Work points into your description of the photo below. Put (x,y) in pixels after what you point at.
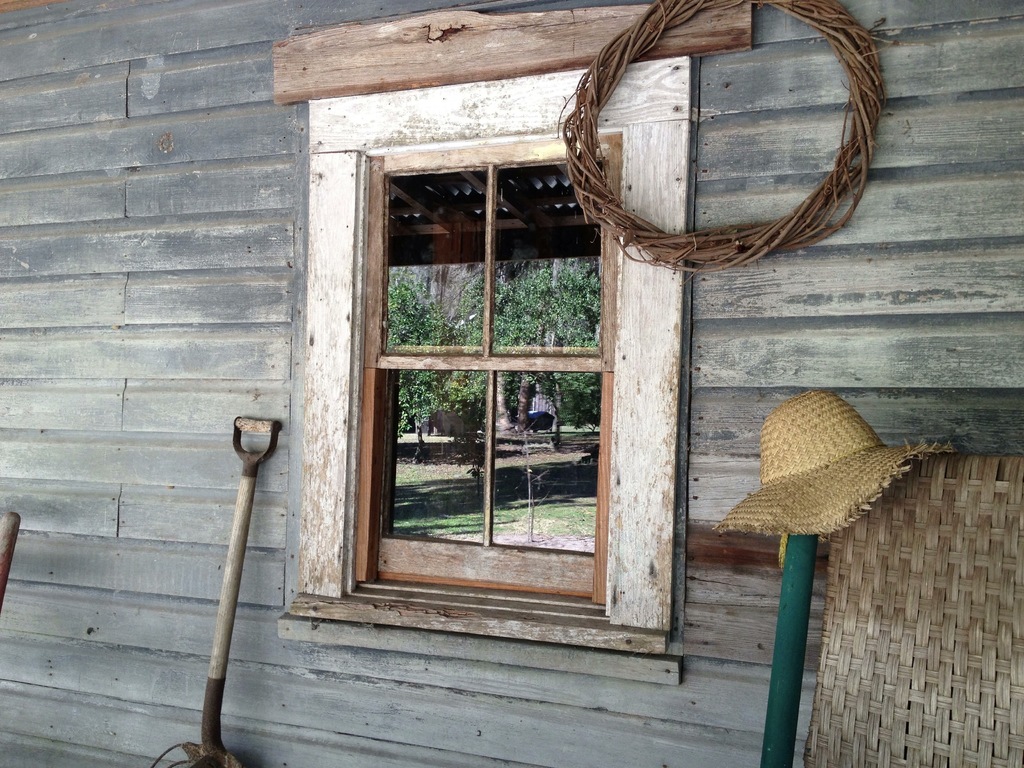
In this picture we can see a hat (807,524) and a few objects (872,729). We can see the glass window (441,434) on an object (11,763). Through this glass window (544,416), we can see some grass (469,480) and trees (430,387) in the background (565,332).
